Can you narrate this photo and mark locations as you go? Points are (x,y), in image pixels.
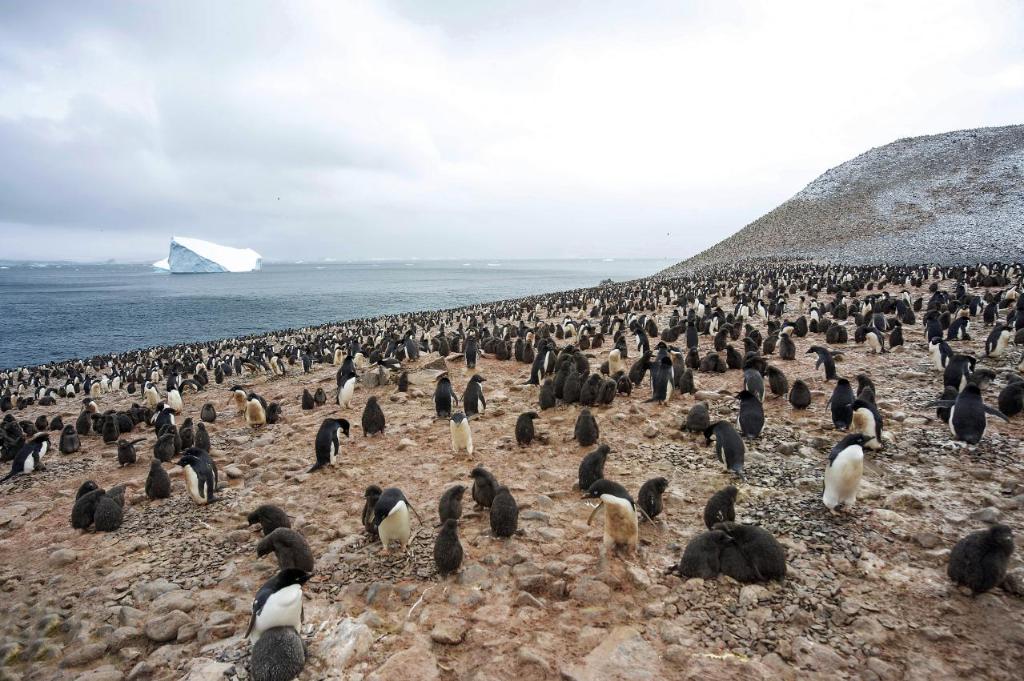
In this image there are penguins (638,498) on the rocks (715,609) and there is an iceberg (237,268) in the water (336,293). On top of the image (490,88) there are clouds (479,63) in the sky (403,93). On the right side of the image (890,222) there are mountains (895,200).
